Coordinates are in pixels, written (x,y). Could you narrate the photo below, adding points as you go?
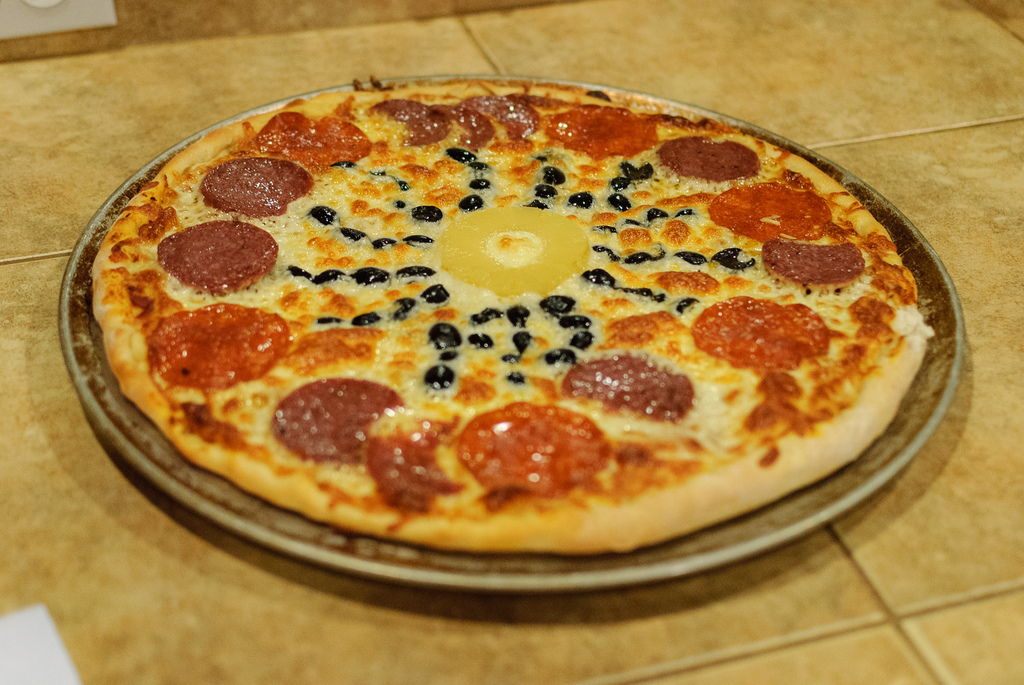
In this image, we can see a pizza (488,389) in the plate (492,559) which is placed on the table (824,607).
